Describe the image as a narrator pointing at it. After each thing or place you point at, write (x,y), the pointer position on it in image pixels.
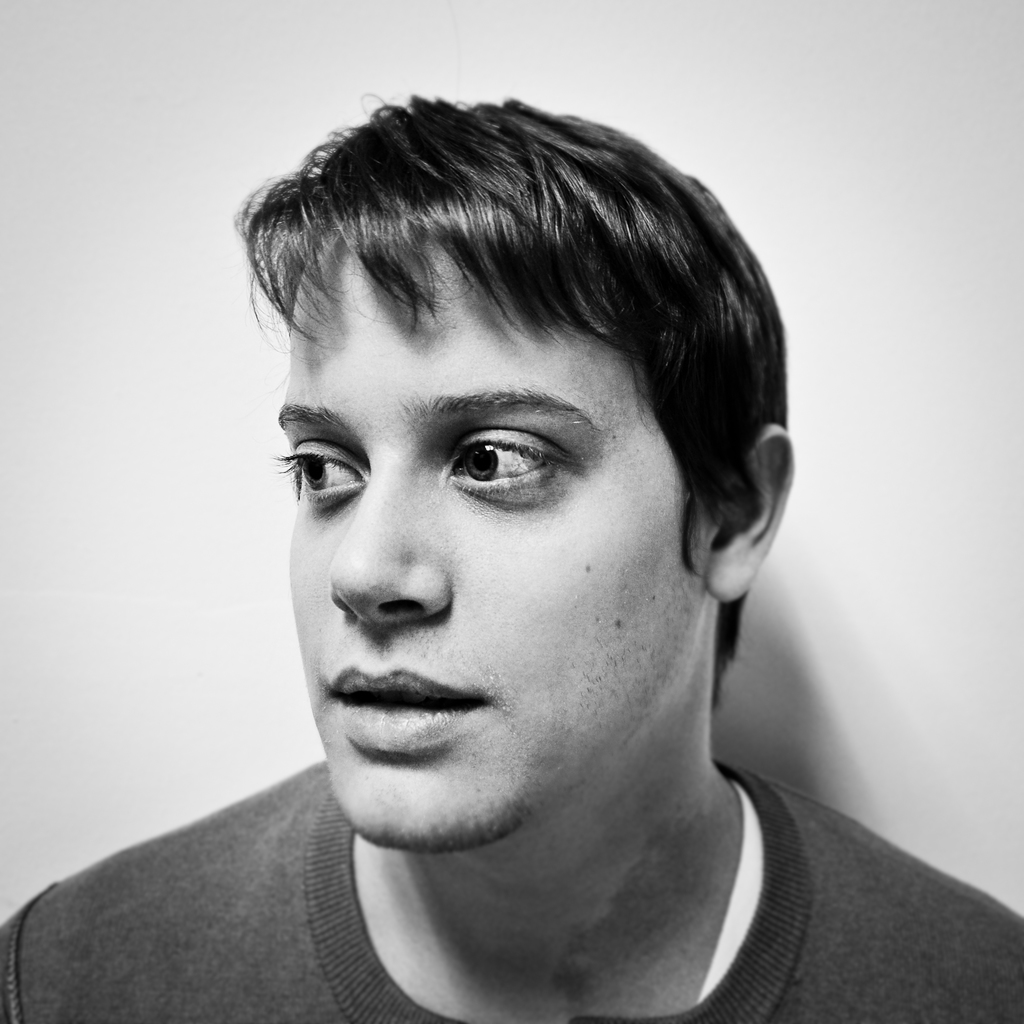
In this image I can see a person (516,284) and background (1014,729) is white.
